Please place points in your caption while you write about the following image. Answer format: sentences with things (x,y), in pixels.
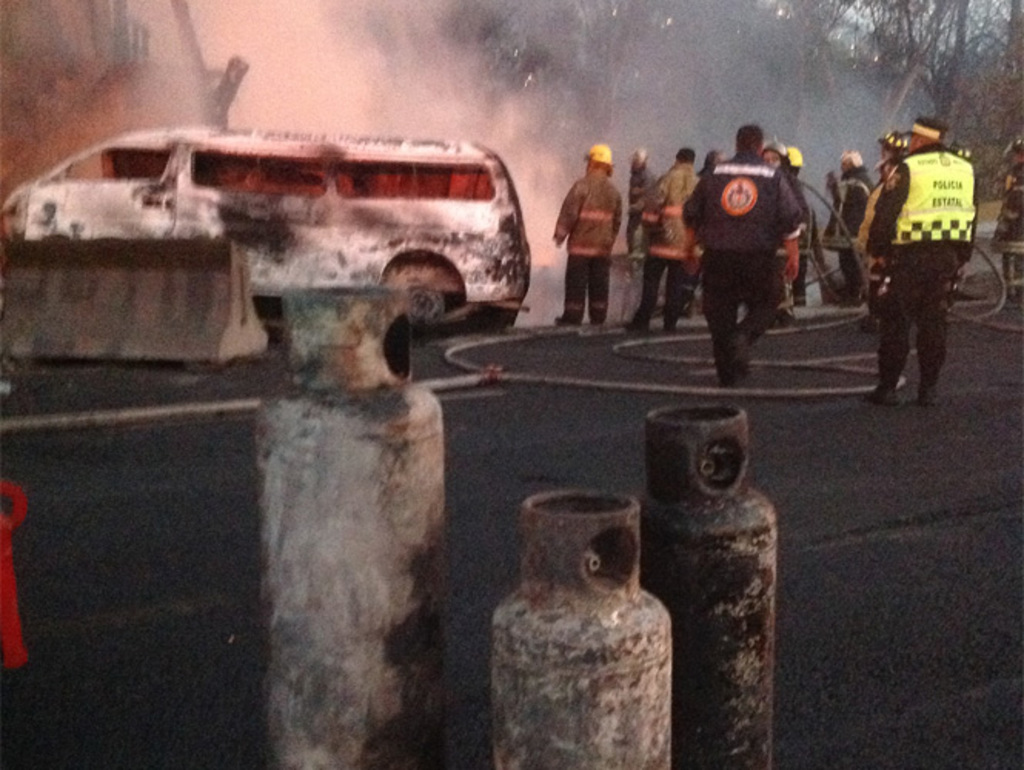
There are few persons (799,210) standing in the right corner (797,218) and there is a pipe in between them and there is a white color vehicle (316,192) and some other object (143,272) in the left corner (157,247).
